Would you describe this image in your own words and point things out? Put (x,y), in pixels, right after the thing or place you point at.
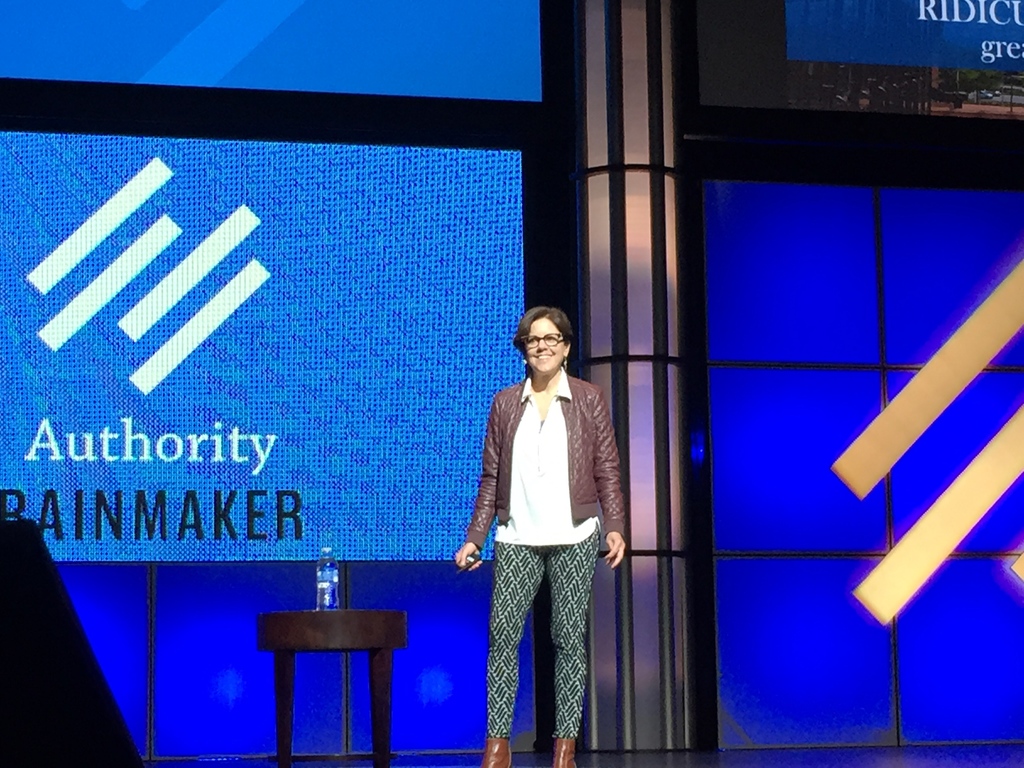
In this picture we can see a woman (559,531) is standing and smiling in the middle (565,434), on the left side (337,647) there is a table (339,620), we can see a bottle (327,602) present on the table (341,625), it looks like a screen (334,319) in the background (326,315), there is some text (136,519) on the screen (81,421).
